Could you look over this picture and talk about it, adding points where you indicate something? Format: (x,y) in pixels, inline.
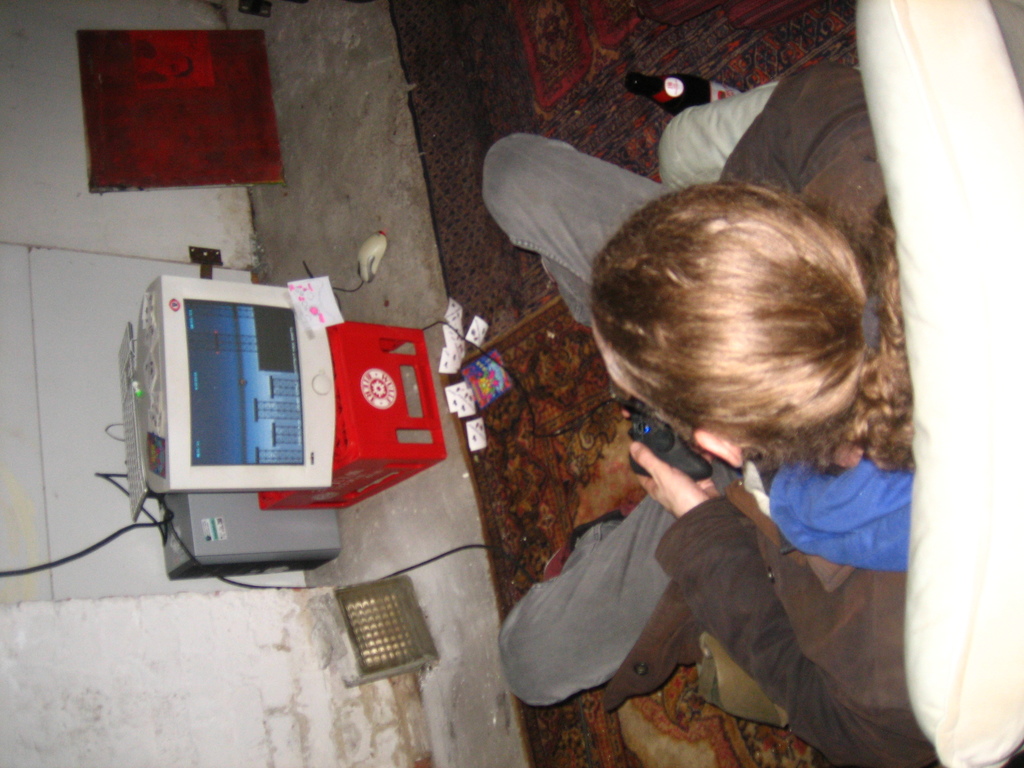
In this image there is a person (746,497). There is a bottle (702,84) beside him. There is a monitor (313,345). There is a CPU (250,495). There is a mouse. There is a red color object (298,503) under the monitor (309,434). There is a red color cardboard (194,159). There is a wall (187,226).
